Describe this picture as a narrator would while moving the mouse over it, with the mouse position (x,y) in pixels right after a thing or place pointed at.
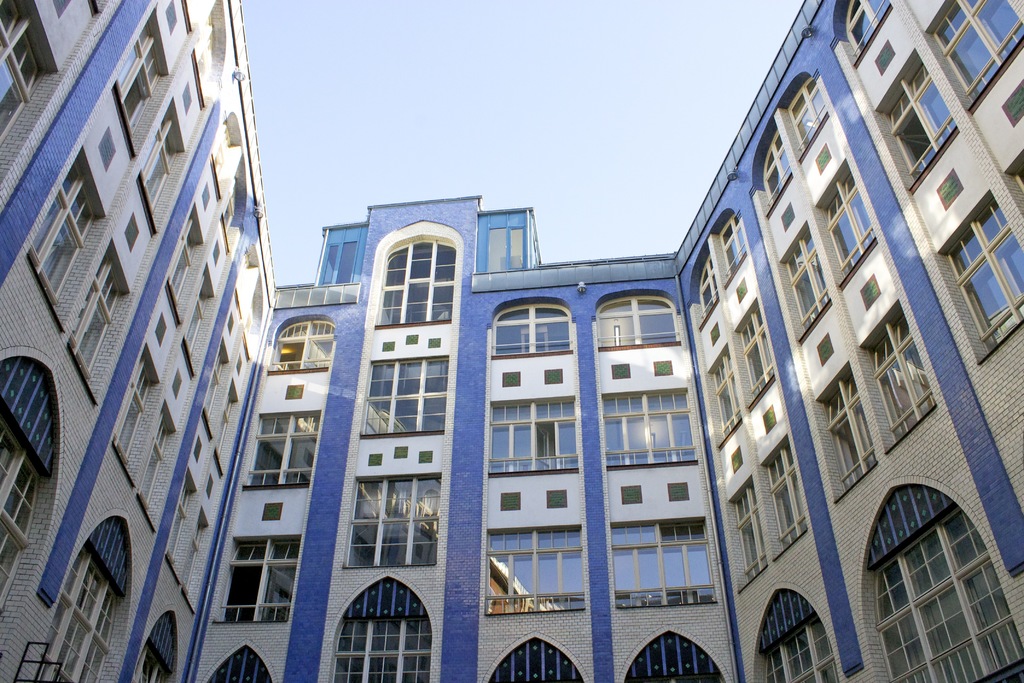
In this picture we can see buildings (355,584) with windows (10,441) and in the background (498,110) we can see the sky (530,106).
